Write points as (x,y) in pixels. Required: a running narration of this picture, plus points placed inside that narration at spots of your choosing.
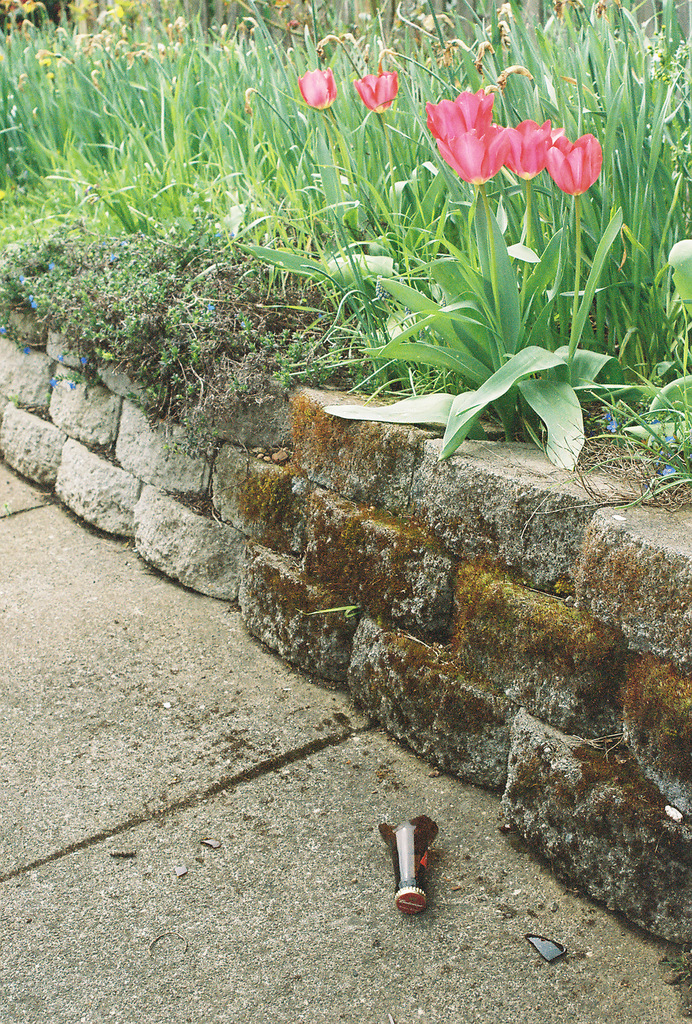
In this image we can see the flowers (470,158). In the background (246,25), we can see the green grass (528,87). Here we can see the glass pieces (417,866) on the floor (227,894).
